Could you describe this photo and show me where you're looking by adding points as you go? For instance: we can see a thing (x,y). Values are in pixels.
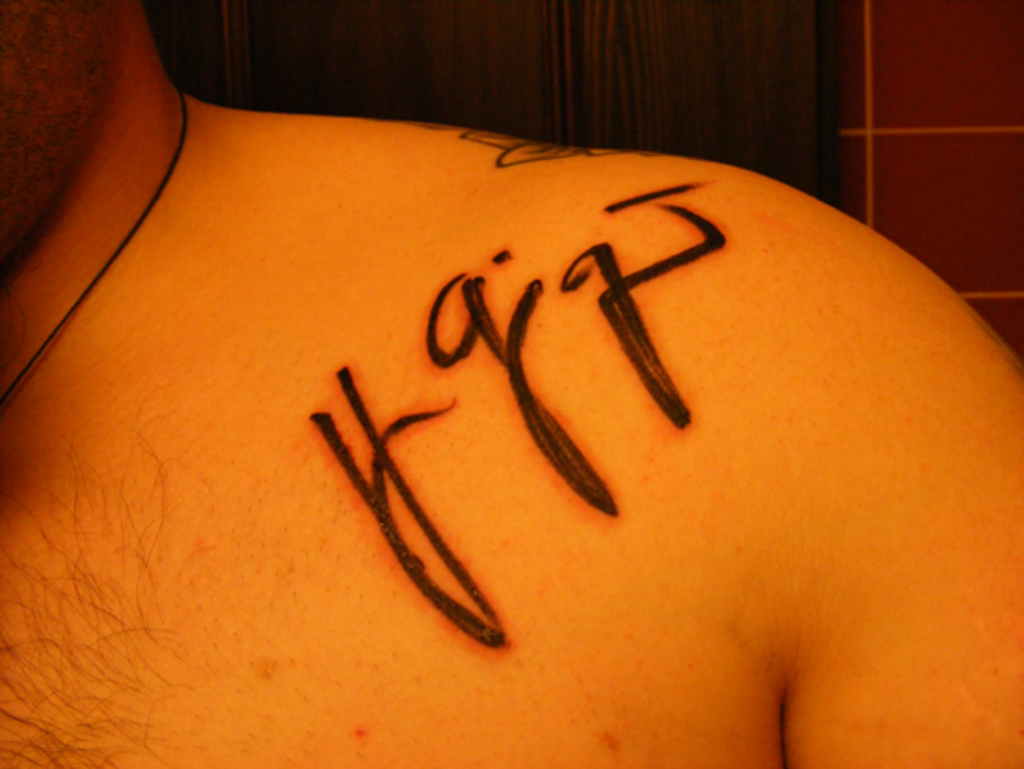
In this image I can see the tattoo (612,515) on the person (805,411) and I can see the brown color background (738,12).
